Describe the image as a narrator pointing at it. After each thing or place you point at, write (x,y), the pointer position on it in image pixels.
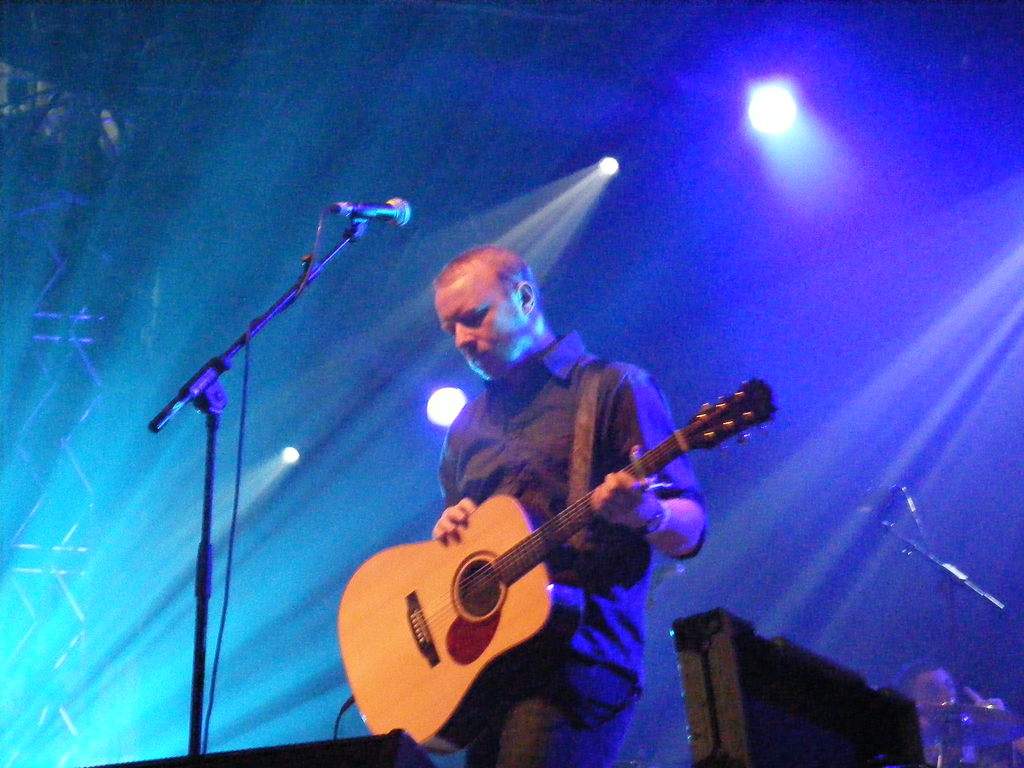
In this image we have a man (570,475) who is playing a guitar (509,568) in his hands (598,493) in front (569,447) on the microphone (363,210). On the top right of the image (798,146) we have a lights (802,138) and on the right side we have another microphone (993,602).
